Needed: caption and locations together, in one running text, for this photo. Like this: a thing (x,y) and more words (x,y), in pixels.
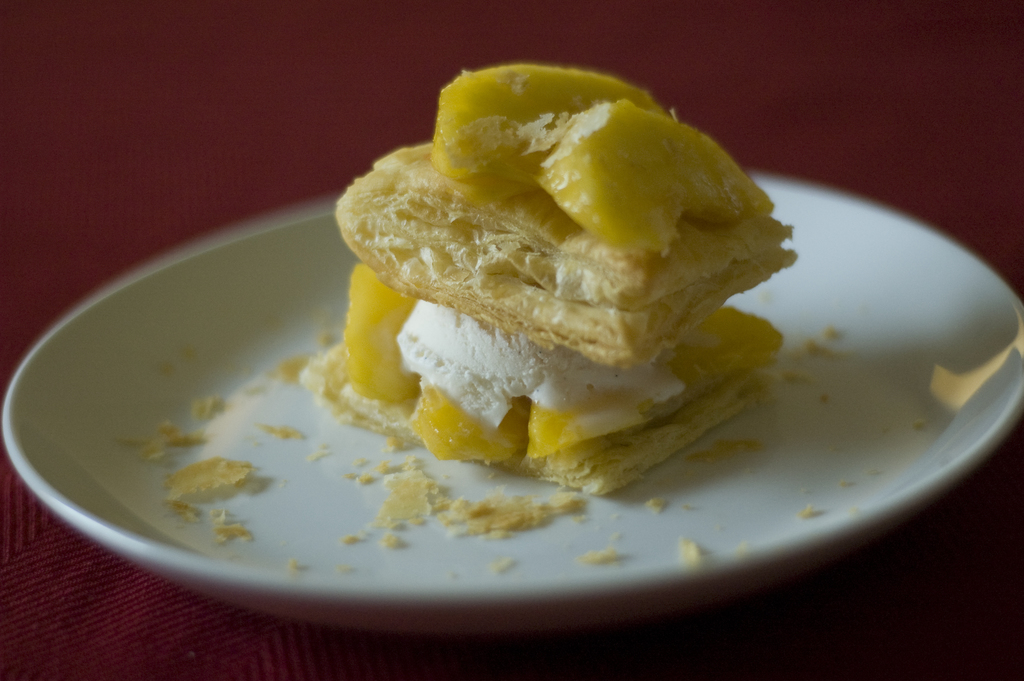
In the image there is some dessert (498,300) made with baked food (534,322), fruits (581,152) and cream (438,345) is served on a plate (358,439).
